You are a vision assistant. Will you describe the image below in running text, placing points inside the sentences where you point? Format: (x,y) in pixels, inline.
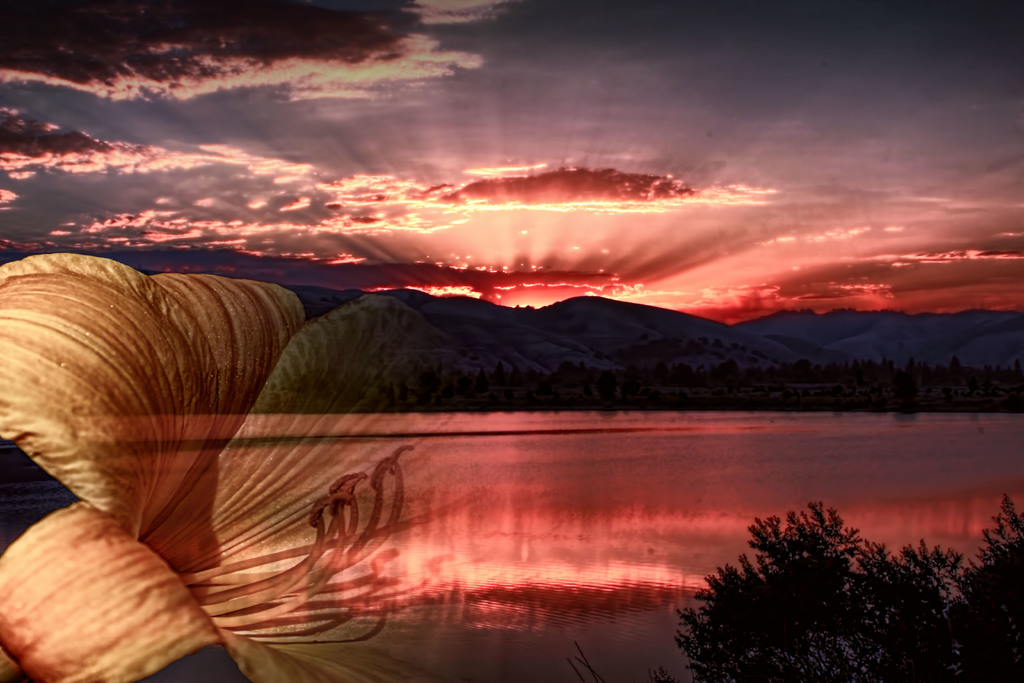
This is an edited image. We can see trees (424,392), hills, water (527,527) and the sky (615,44). On the left side of the image (206,451), there is a flower (179,532).
